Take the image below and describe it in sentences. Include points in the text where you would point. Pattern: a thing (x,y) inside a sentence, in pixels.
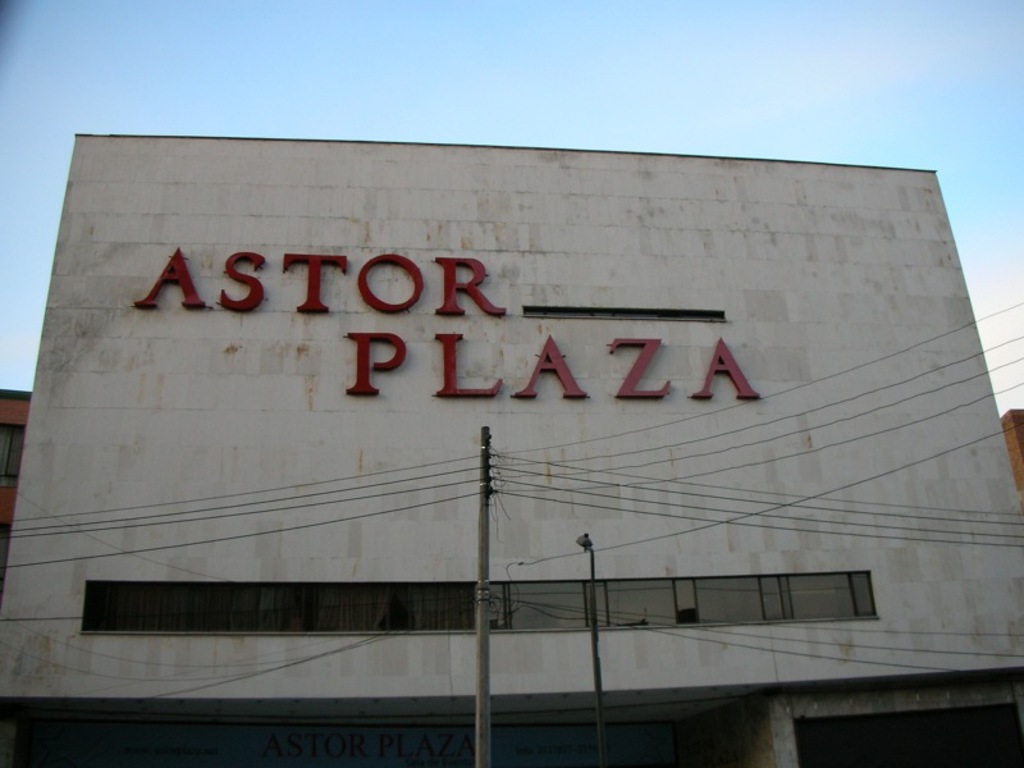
In this image we can see a building (690,341) with some letters (189,305) on it. In the foreground (487,592) we can see the poles (598,695) with cables (745,515). In the background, we can see the sky (773,82).
